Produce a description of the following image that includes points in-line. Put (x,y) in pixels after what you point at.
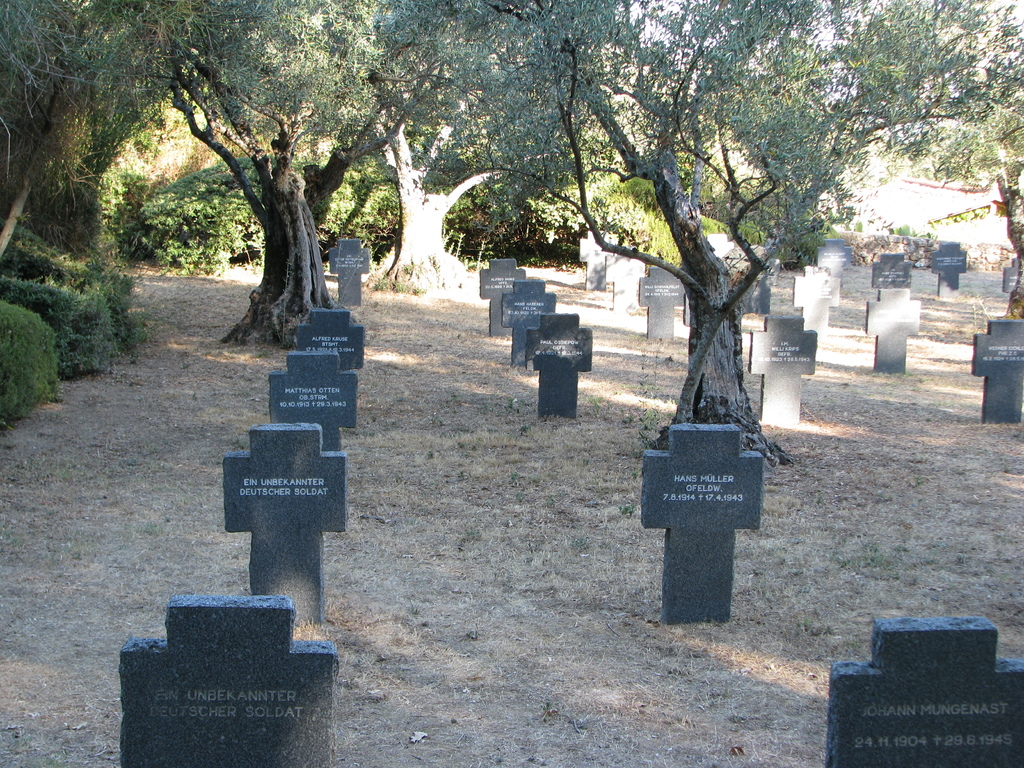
This image is taken in the graveyard (437,615). At the bottom (180,688) we can see graves (166,674). In the background (67,105) there are trees (420,102).
